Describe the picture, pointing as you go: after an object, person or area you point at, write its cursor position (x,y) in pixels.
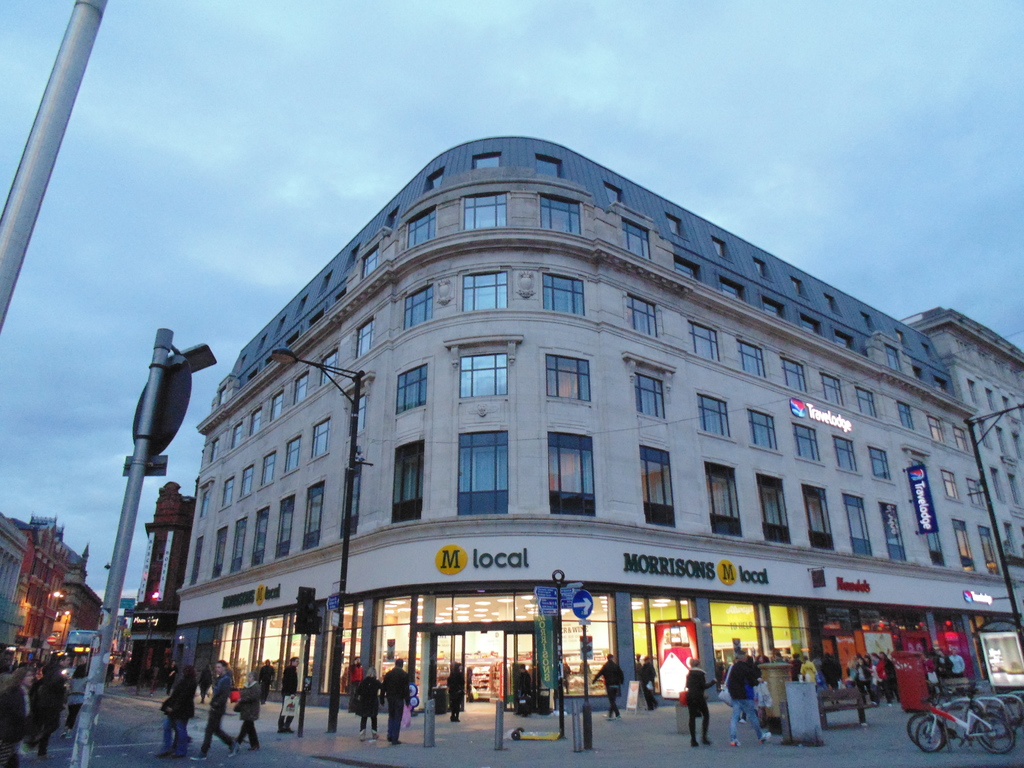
In the picture I can see people (11,710) are walking on the road (985,767), we can see boards (156,457) to the pole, light poles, cycles (994,750) parked on the right side of the image (985,719), we can see the buildings (291,612) and the sky (868,248) with clouds (815,68) background (175,50).
